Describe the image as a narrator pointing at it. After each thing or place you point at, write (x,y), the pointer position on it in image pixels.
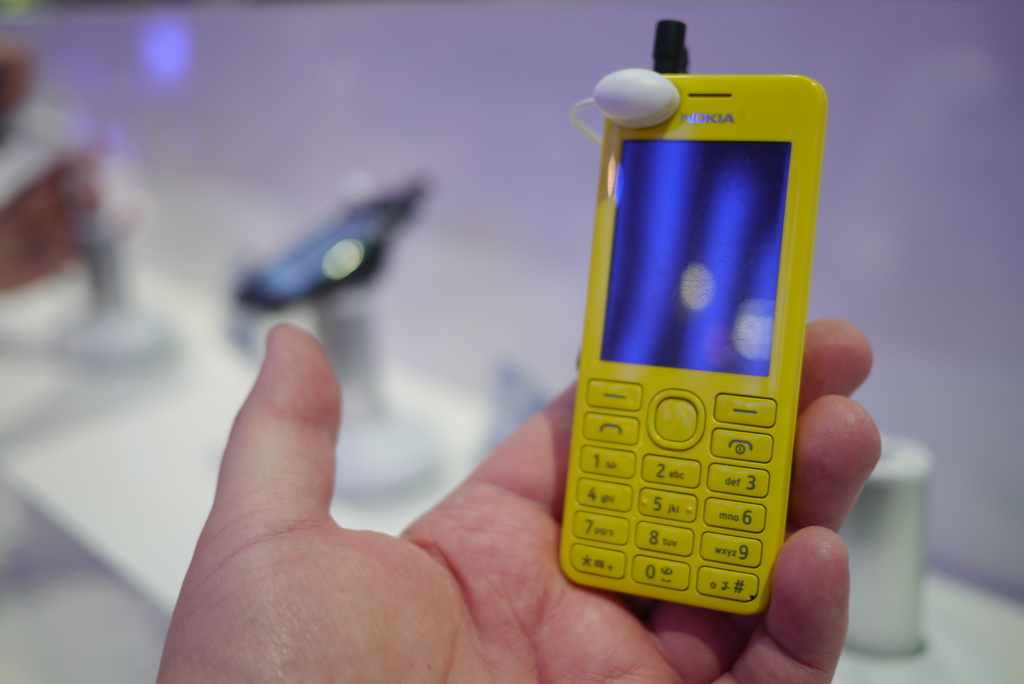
In this picture we can see a person's hand (410,530) is holding a mobile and in the background (423,448) we can see some objects (418,460) and it is blurry.
